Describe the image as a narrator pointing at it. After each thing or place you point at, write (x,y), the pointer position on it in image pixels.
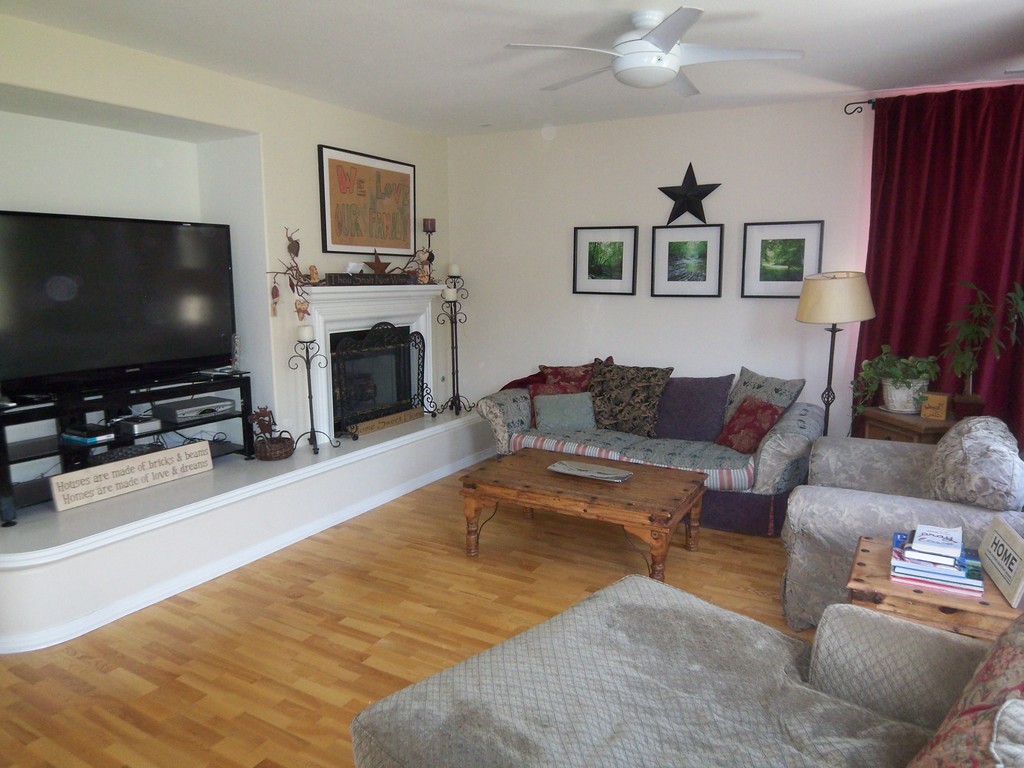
This is a picture of a hall (481,45) where there is a couch (661,582), an another couch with 6 pillows (556,427) and a table (542,486) where there is a plate (582,467), a lamp (825,418), 2 plants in the table (891,428), some books (918,579) in the table (880,583) and left side of the couch (811,565) there is a television (217,356) with a stand (145,396), a cd player (217,406), name board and a fire place (410,331) and at the back ground (466,317) there are some candle poles (453,332), 3 photo frames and a star (699,213) attached to the wall (714,134), a curtain (987,377) for the window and a fan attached to the ceiling (841,42).
